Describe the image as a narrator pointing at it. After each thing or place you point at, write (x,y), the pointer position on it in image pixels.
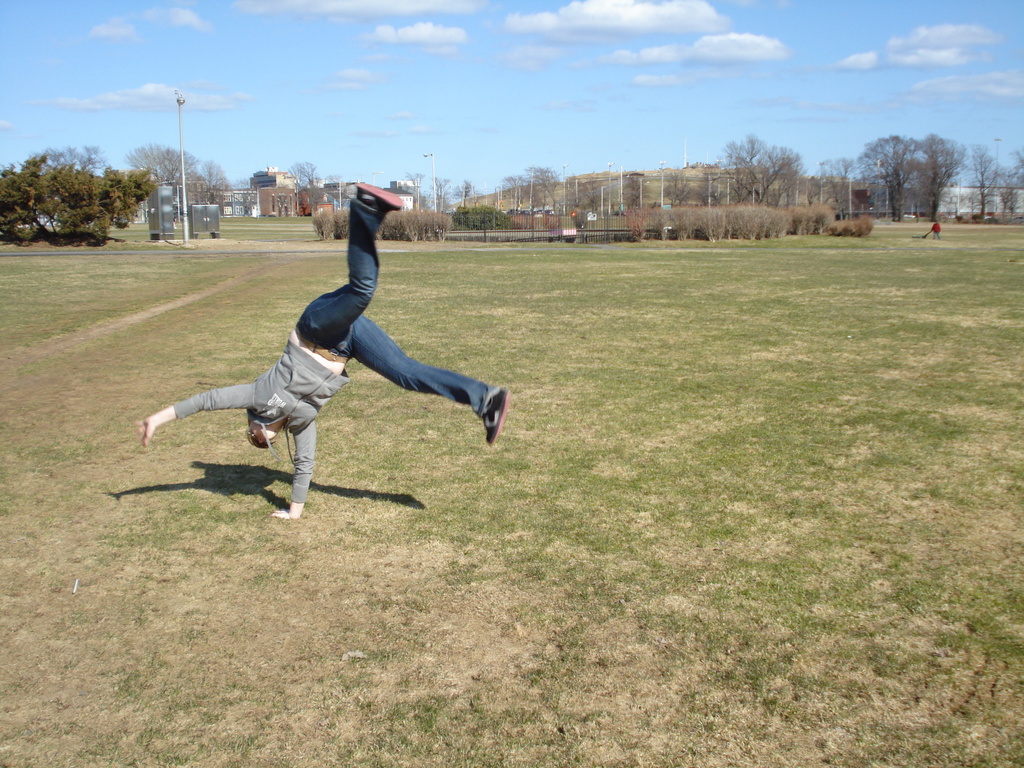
In this picture we can see a person (333,388) here, at the bottom (677,524) there is grass (718,661), we can see trees (33,172) in the background (933,184), there is a pole (182,174) here, we can see the sky (600,27) at the top of the picture (570,67).
